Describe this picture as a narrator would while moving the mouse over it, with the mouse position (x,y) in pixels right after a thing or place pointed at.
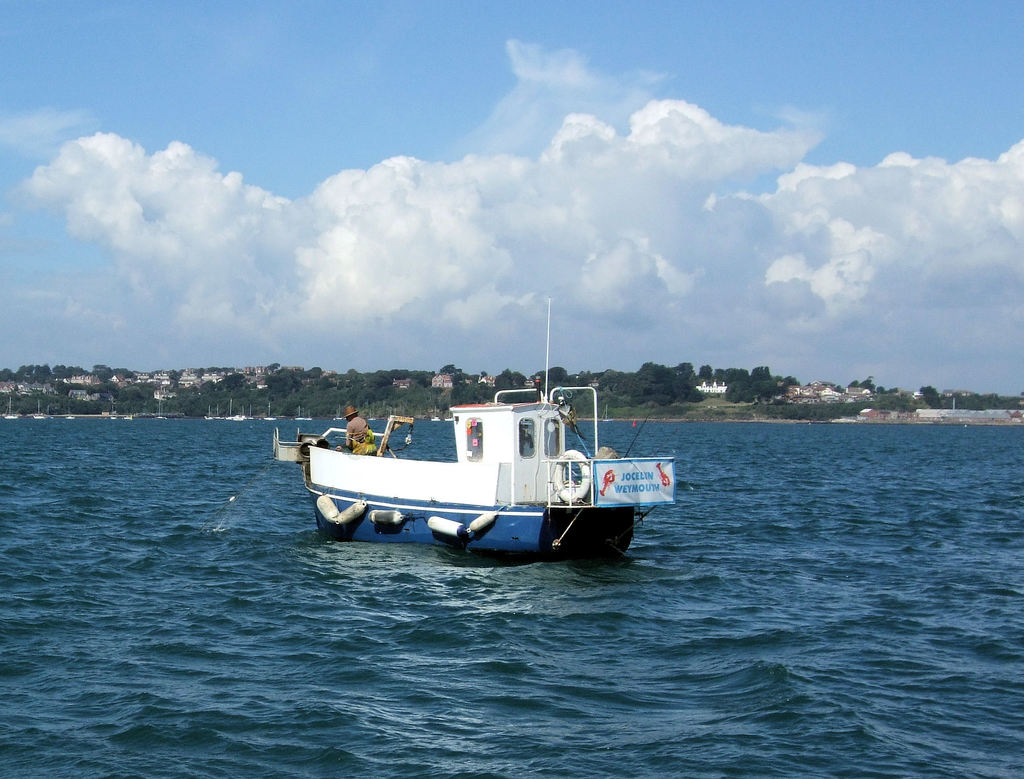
In this image we can see there is a person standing on the boat (451,516), which is on the river (789,663). In the background (154,401) there are buildings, trees (357,398) and sky (584,243).
